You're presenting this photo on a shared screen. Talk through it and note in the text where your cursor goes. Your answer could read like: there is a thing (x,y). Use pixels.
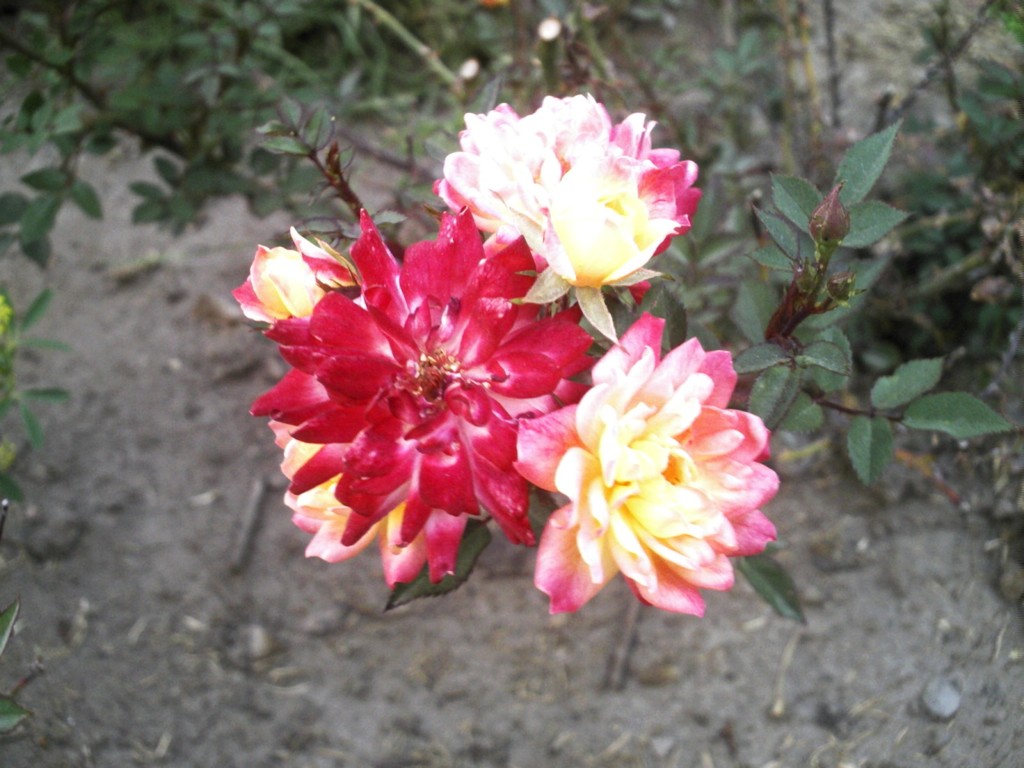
As we can see in the image there are flowers (466,272) and plants (400,14).
